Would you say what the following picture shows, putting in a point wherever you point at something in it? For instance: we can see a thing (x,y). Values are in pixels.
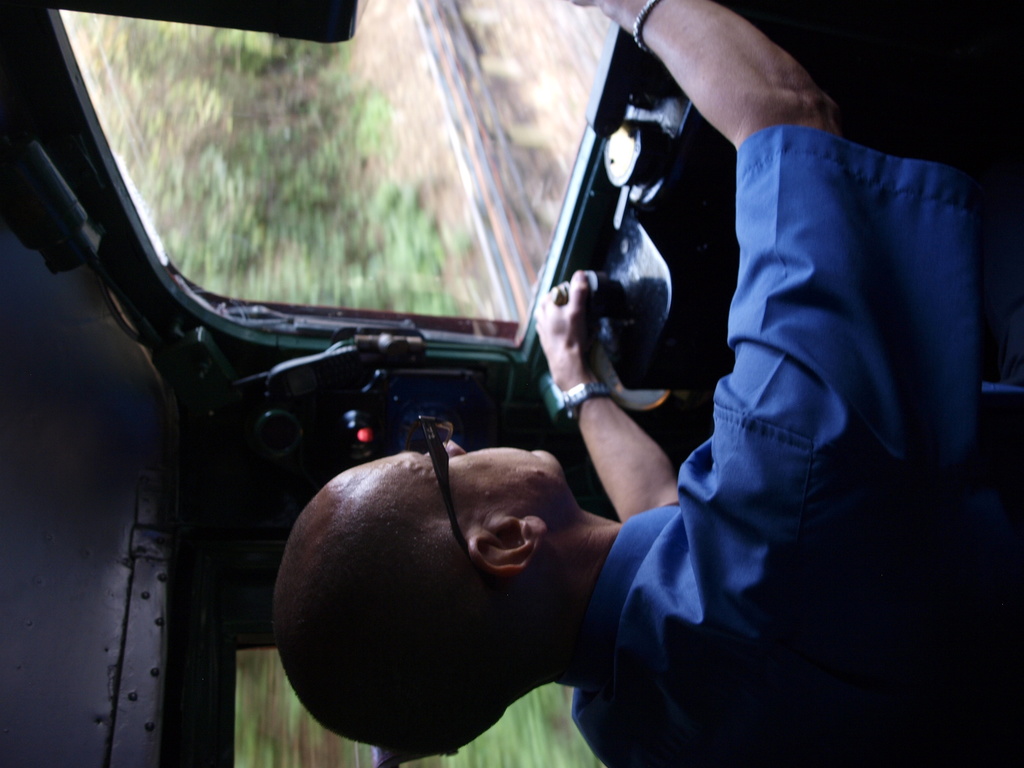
This picture is taken inside a vehicle (385,409). A person (526,535) wearing a blue shirt (706,548) is sitting inside a vehicle (634,246) and driving. Behind the vehicle (401,421) there are few trees (373,210) are on the land (377,151).
